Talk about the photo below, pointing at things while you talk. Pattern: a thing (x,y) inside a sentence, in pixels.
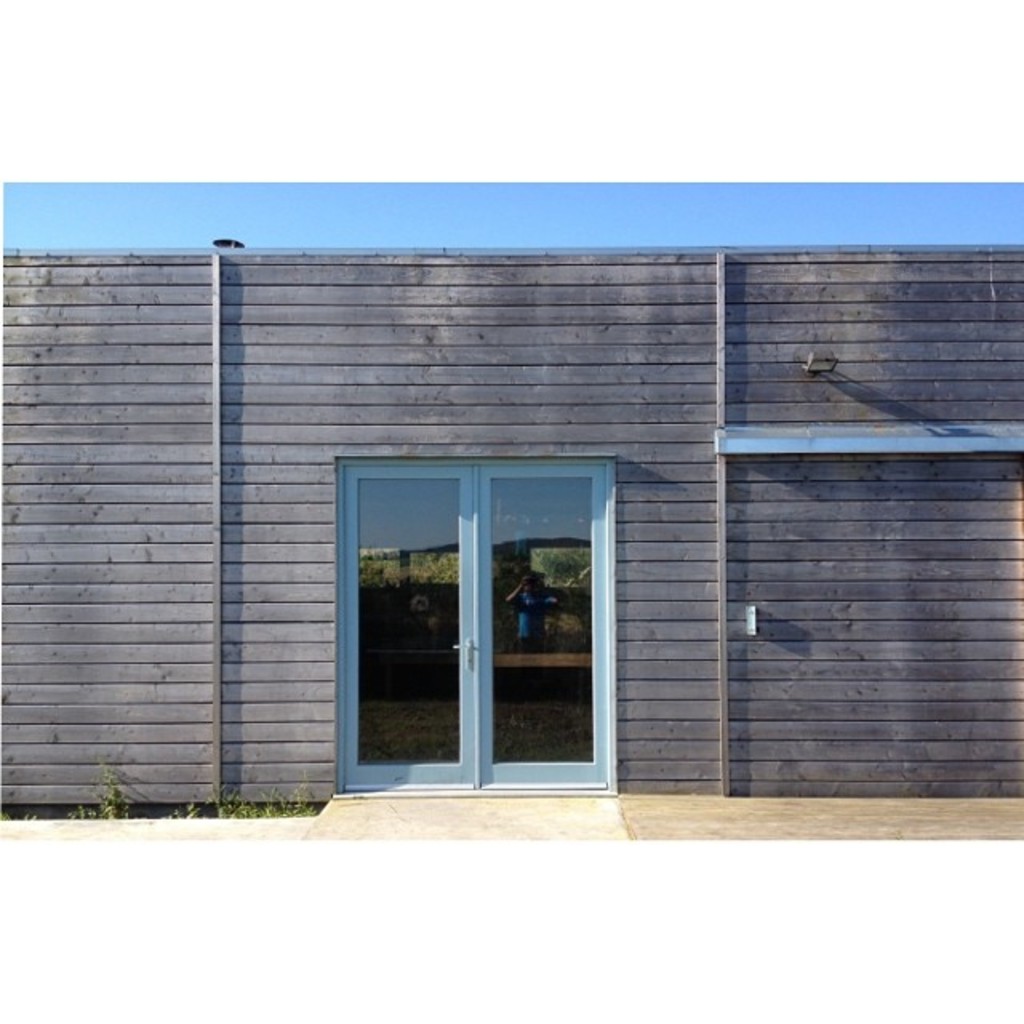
In this image we can see a house (601,617). We can see the reflection (547,613) of a person (530,617) and few plants (554,574) on the glasses (523,693) of the doors (478,627). We can see the sky (613,222) in the image.
